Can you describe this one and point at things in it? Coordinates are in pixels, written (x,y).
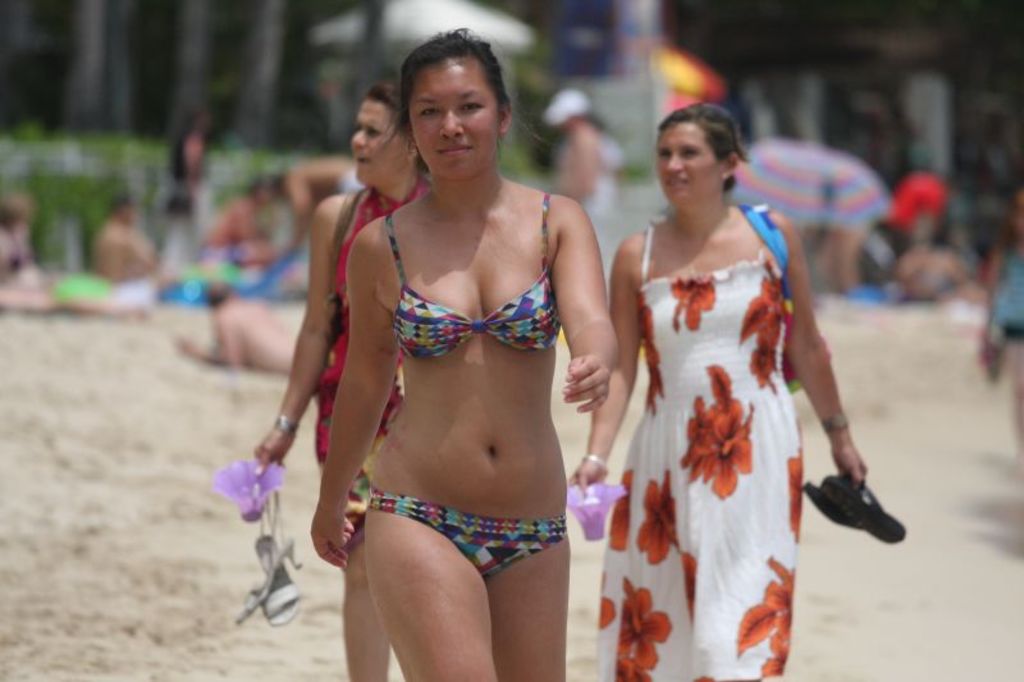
In this image I can see a woman (486,429) wearing violet, blue, pink and white colored dress (533,326) is standing and I can see two other woman (682,371) wearing pink, orange and white colored dresses (706,321) and holding footwear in their hands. In the background (247,351) I can see few persons (230,348) lying on the ground (166,394), few persons (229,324) sitting and standing. I can see few umbrellas (765,171) and few other blurry objects (899,71).
